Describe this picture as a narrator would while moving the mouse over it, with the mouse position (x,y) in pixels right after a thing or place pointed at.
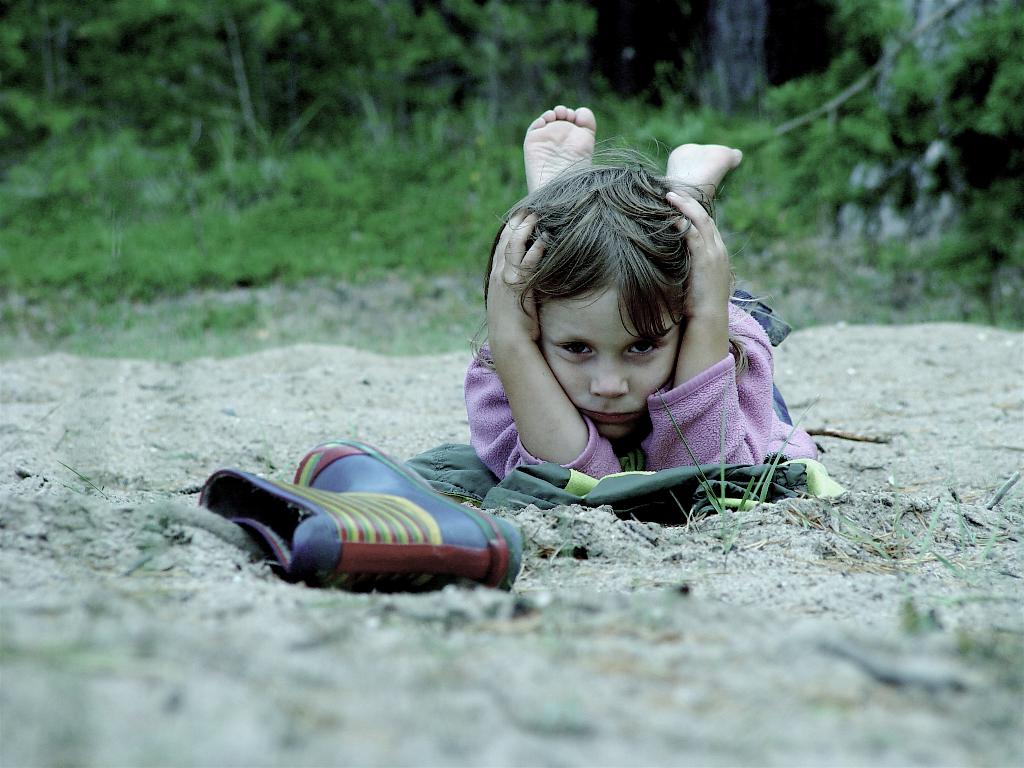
In this image, I can see a shoe (420,511) and a person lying on the sand (837,411). In the background (291,219), there are trees (470,102) and plants (158,221).
